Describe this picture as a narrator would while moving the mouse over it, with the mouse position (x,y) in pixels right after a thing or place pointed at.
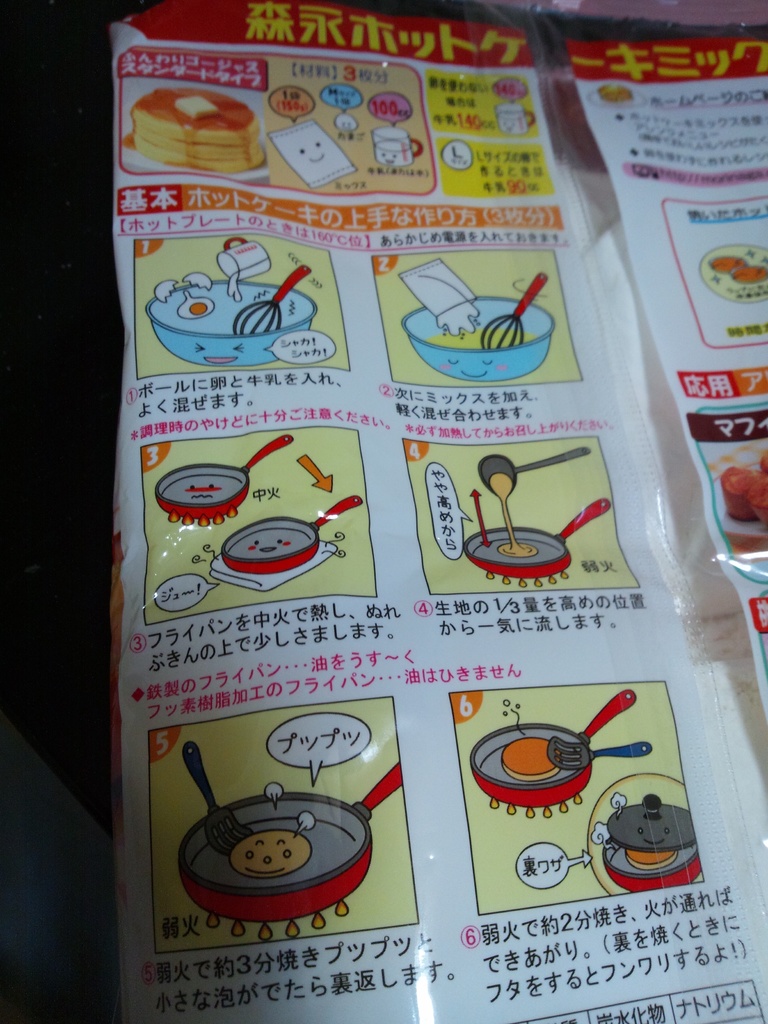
In this image we can see a packet (527,753) and on the packet (267,301) we can see some cooking instructions (409,301) with the images (453,325) and also text (491,666).
